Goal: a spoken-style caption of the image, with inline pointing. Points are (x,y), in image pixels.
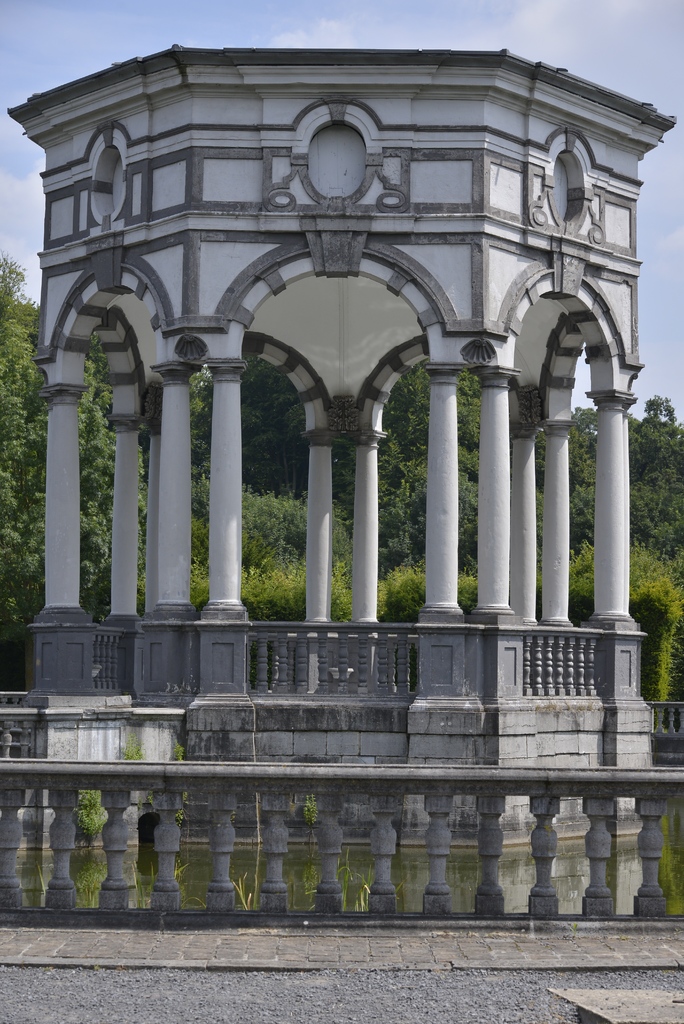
In this picture there is a building (349,373) and there are trees (463,450). In the foreground (261,909) there is a railing (647,886) and there is water (576,855). At the top (320,25) there is sky (414,24) and there are clouds (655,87). At the bottom (183,970) there is a pavement (522,956).
